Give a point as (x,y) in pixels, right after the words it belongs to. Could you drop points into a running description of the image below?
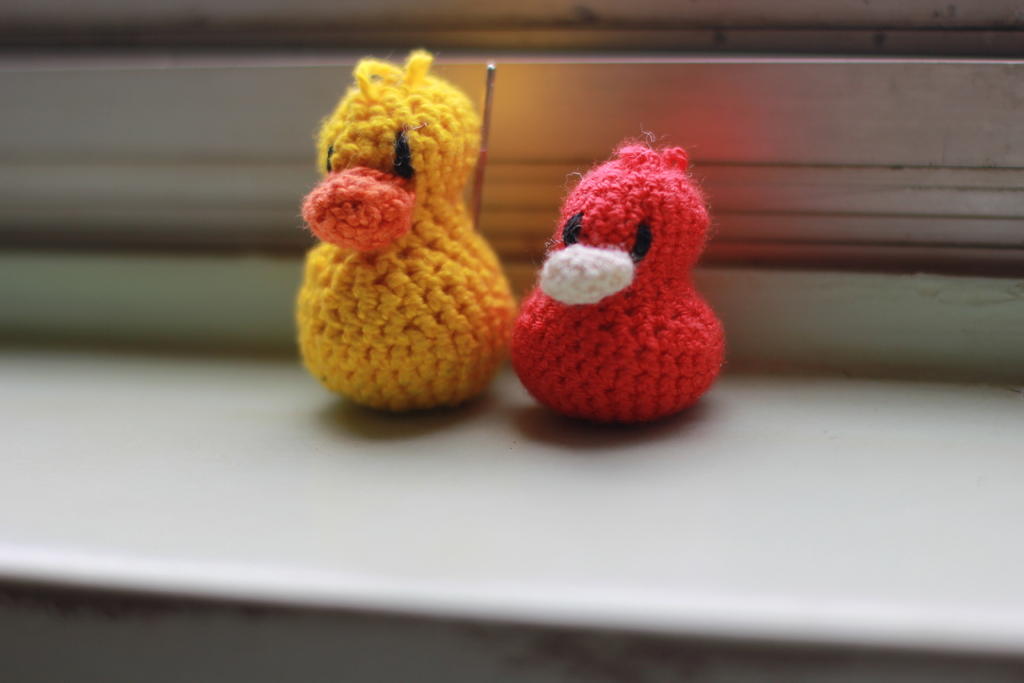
In the center of the image (479,415) we can see a platform (709,557). On the platform (720,539), we can see two woolen toys (556,317) with different colors. In the background (920,76), we can see it is blurred.
